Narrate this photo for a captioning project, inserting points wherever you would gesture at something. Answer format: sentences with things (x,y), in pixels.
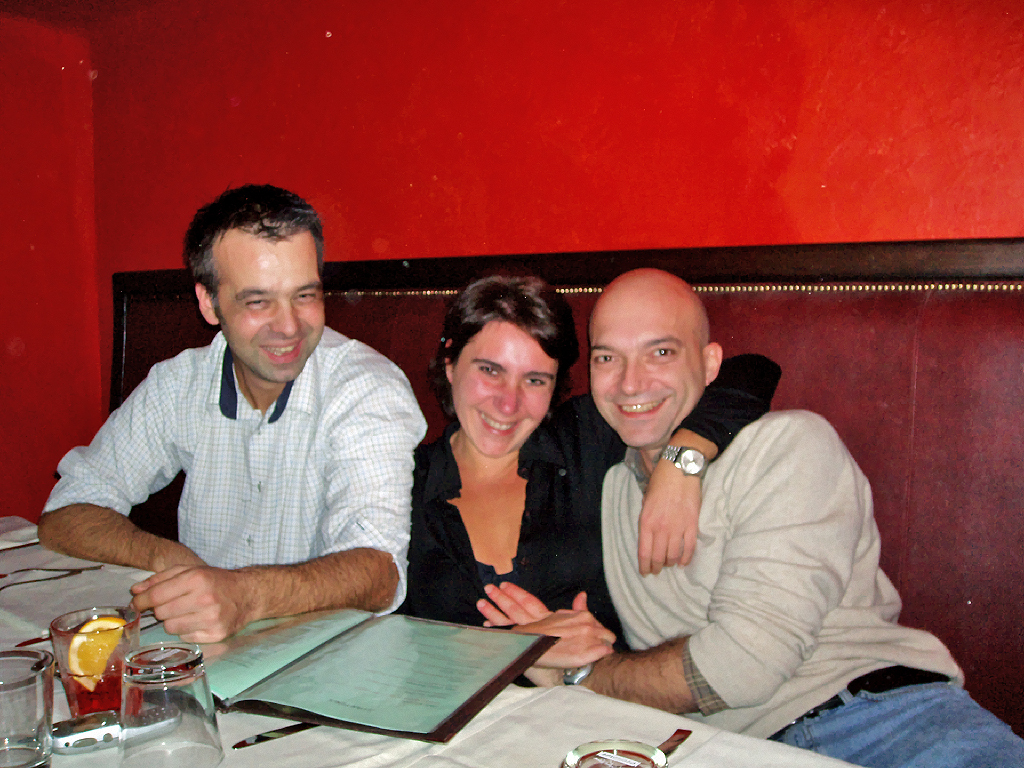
In this image we can see a few people (493,561) are sitting in the sofa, in front of them there is a table (607,691) which is covered with the white color cloth (520,728), on the table (538,729) we can see a book (273,686), mobile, and glasses (192,676).
